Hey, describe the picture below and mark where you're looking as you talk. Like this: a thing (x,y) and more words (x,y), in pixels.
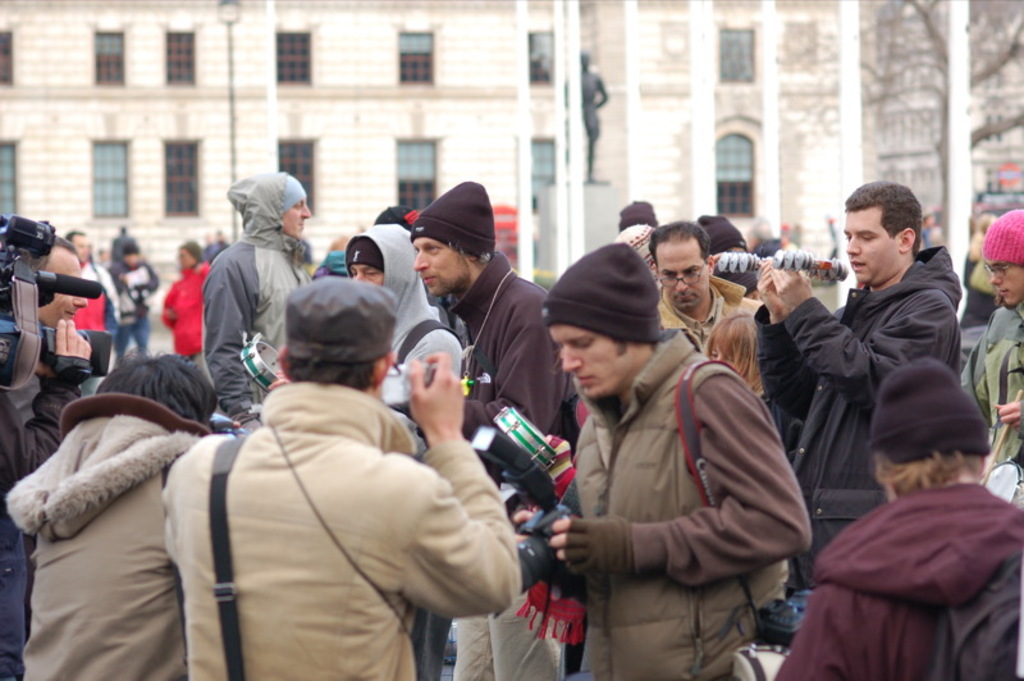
In this image we can see many persons (506,316) on the ground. In the background (680,174) we can see poles (711,170), statue (593,115), building (541,143) and tree (999,66).
